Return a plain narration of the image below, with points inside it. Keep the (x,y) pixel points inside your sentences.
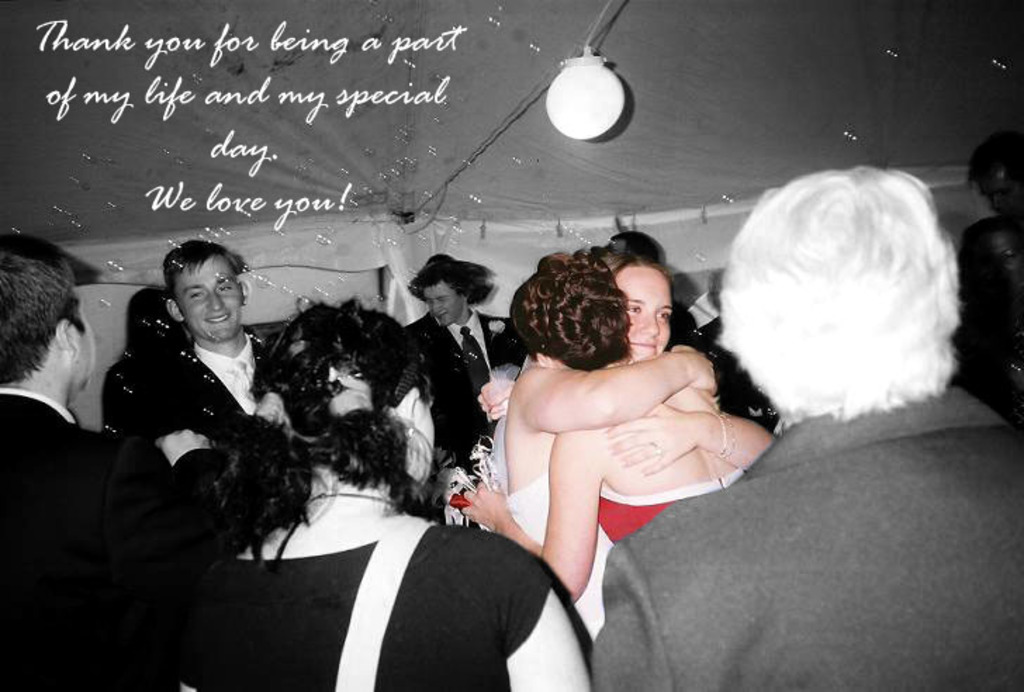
In the image we can see there are many people (241,267) around, they are wearing clothes (1010,658), this is a watermark (201,100) and a light (568,95). These are soap bubbles (171,241).
